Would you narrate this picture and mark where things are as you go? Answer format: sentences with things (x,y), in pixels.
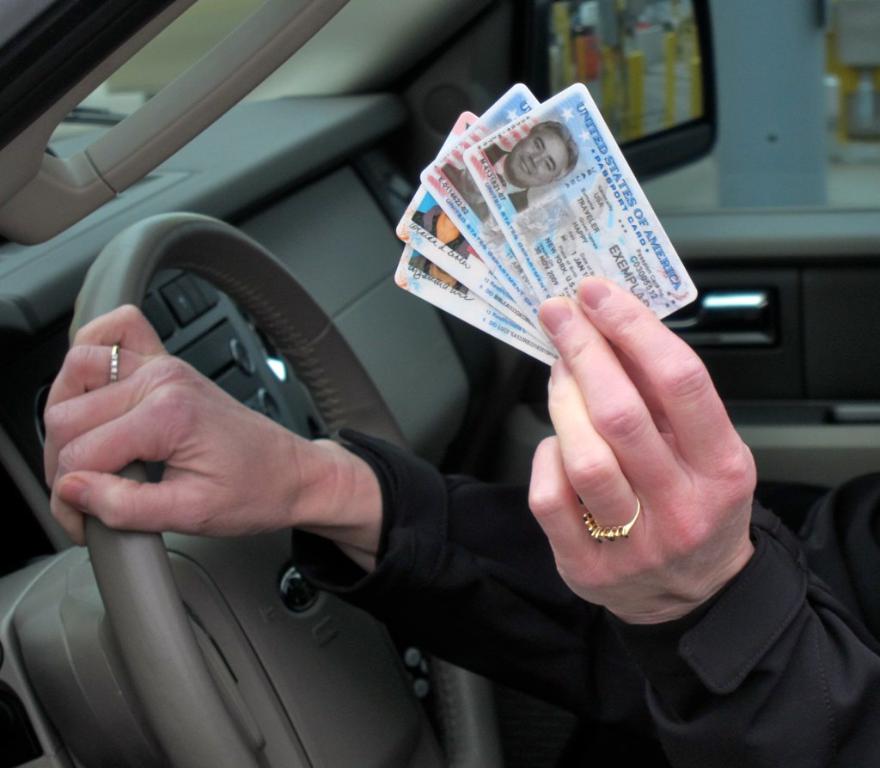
In this picture we can see hands (743,517) of a person (777,517) holding cards (625,218) and steering (474,692). We can see glass window (716,151), through glass window (731,44) we can see side mirror (654,116).
